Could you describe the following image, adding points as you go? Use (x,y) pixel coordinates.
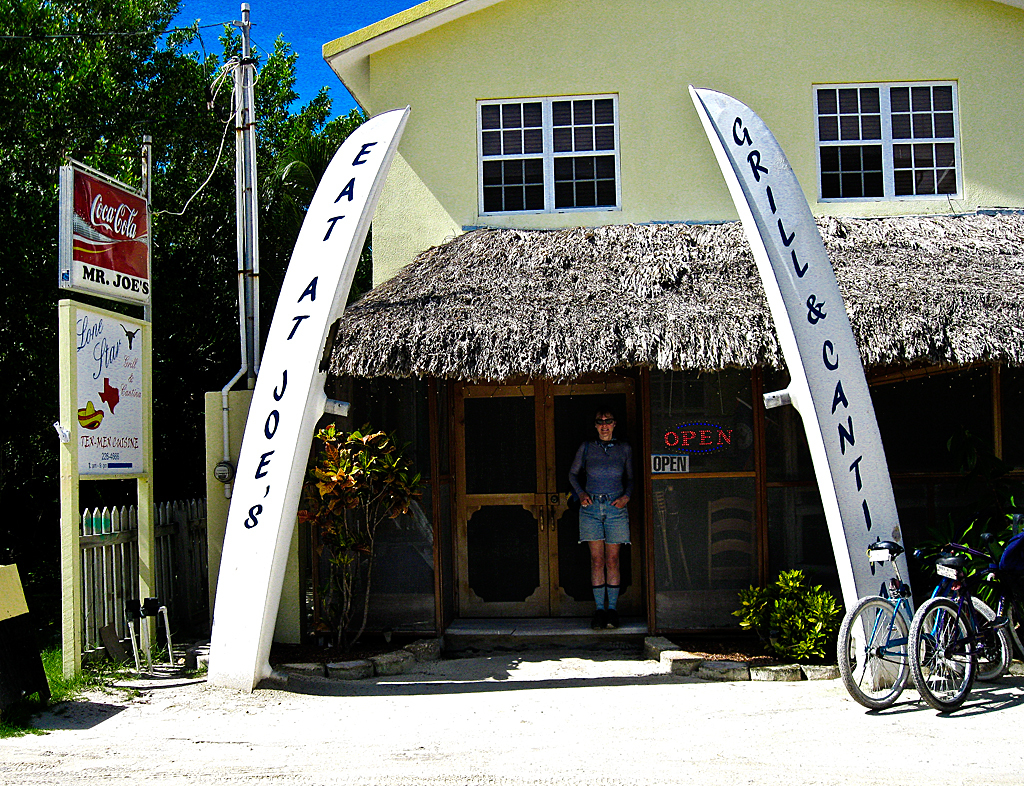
In this image we can see a person (600,512) standing at the door (516,541) of a building (547,462). There are bicycles (956,602) on the right side of this image (956,642) and there is a pole (249,360), boards (88,421) and a tree (157,241) on the left side of this image (213,242). And there is a blue sky (295,49) in the background (271,44).
